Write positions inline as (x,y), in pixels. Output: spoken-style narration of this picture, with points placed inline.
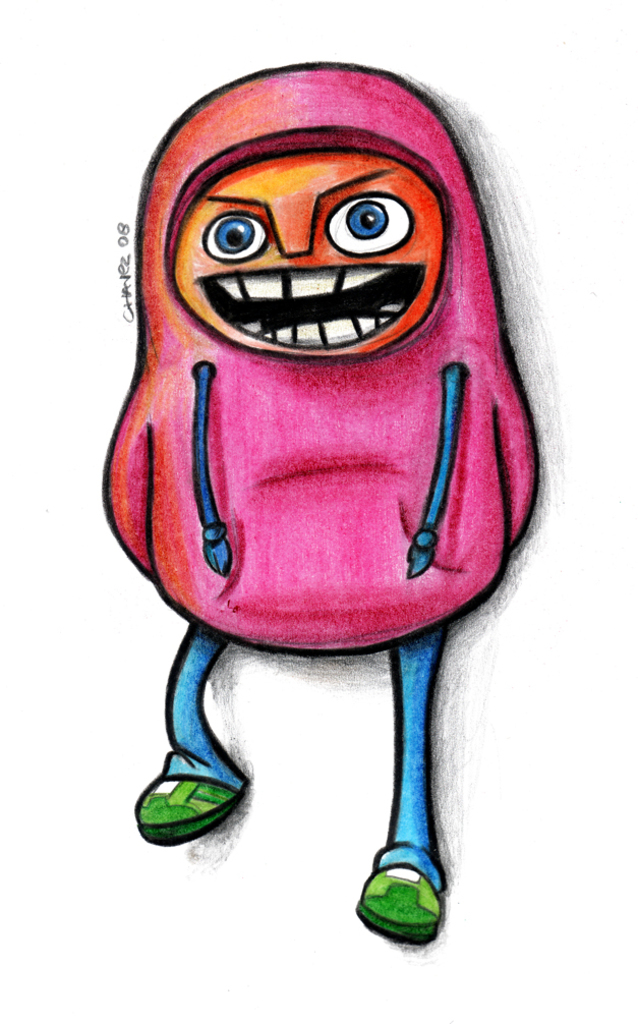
In this image I can see a cartoon image (177,464) drawn with two legs (402,714) and two hands (205,510) and a face (330,264).
